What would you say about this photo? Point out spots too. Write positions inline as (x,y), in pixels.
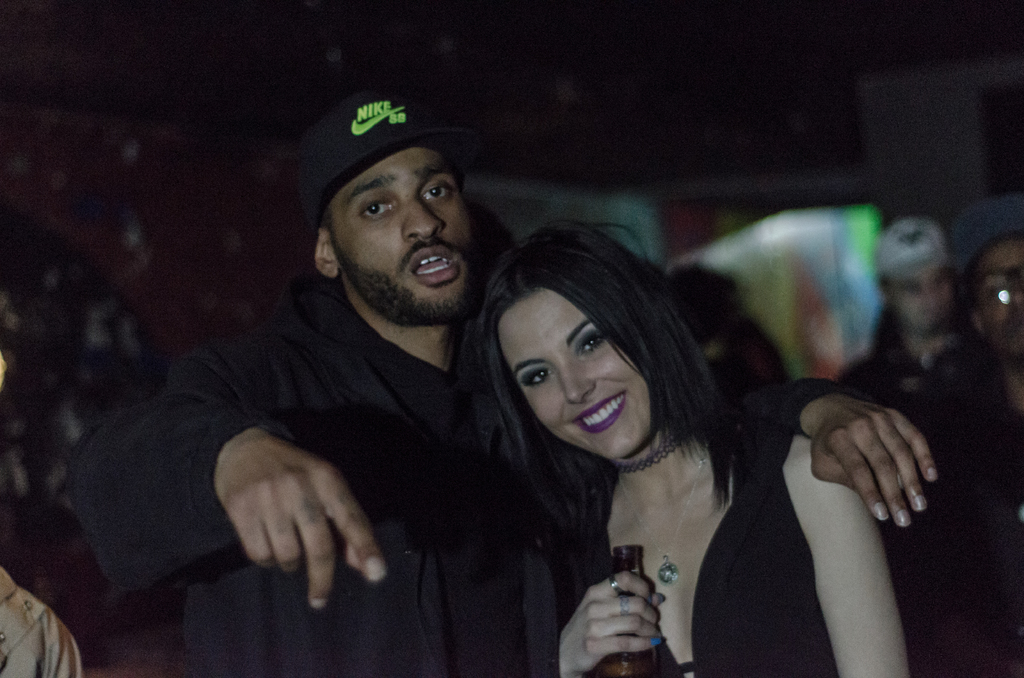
In this image I can see a person (353,398) wearing black colored dress (348,464) and a woman (545,491) wearing black color dress (722,563) are standing. In the background (1010,382) I can see few other persons (760,359) standing in the dark background (980,426). I can see the person (345,169) is wearing a black colored cap (342,165).
